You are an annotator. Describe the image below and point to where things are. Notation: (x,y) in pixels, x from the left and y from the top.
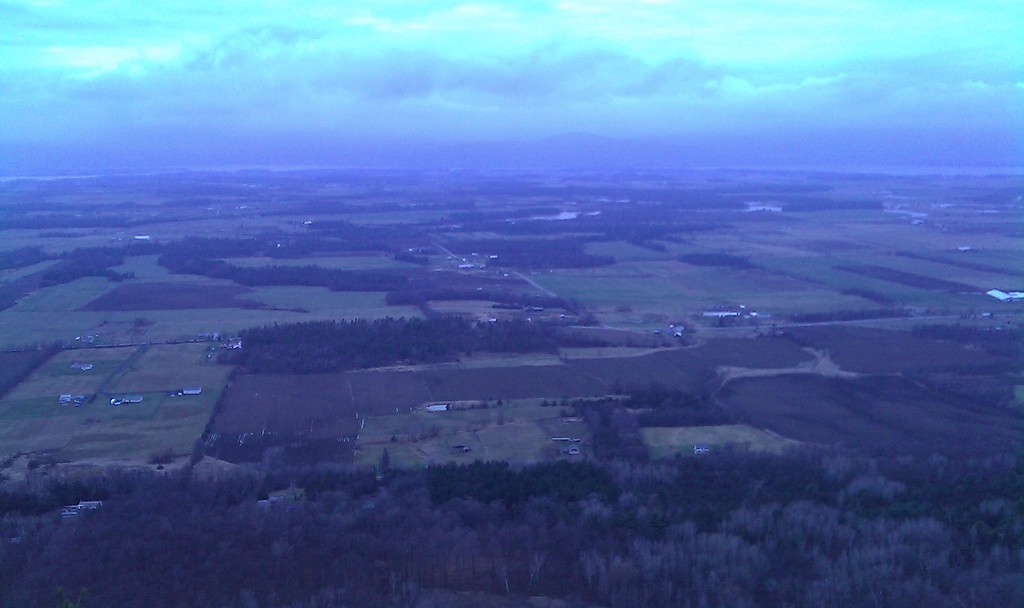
This is an aerial view where we can see trees (623,467), grassy land (90,355), buildings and the sky (402,79).
